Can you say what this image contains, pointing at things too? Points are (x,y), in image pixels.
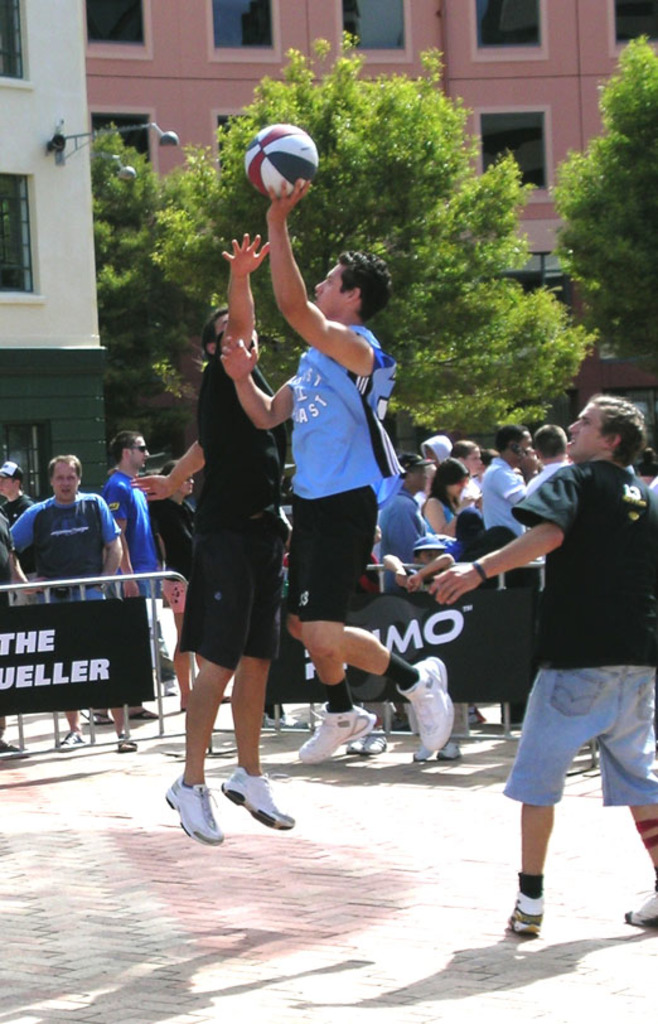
In this picture I can see few people (325,469) playing with the ball (273,160) and I can see trees (335,256) and buildings (72,147) and I can see text (88,665) on the fence (4,605) and I can see few people (53,558) standing and watching and few are walking and I can see few trees (319,212).
